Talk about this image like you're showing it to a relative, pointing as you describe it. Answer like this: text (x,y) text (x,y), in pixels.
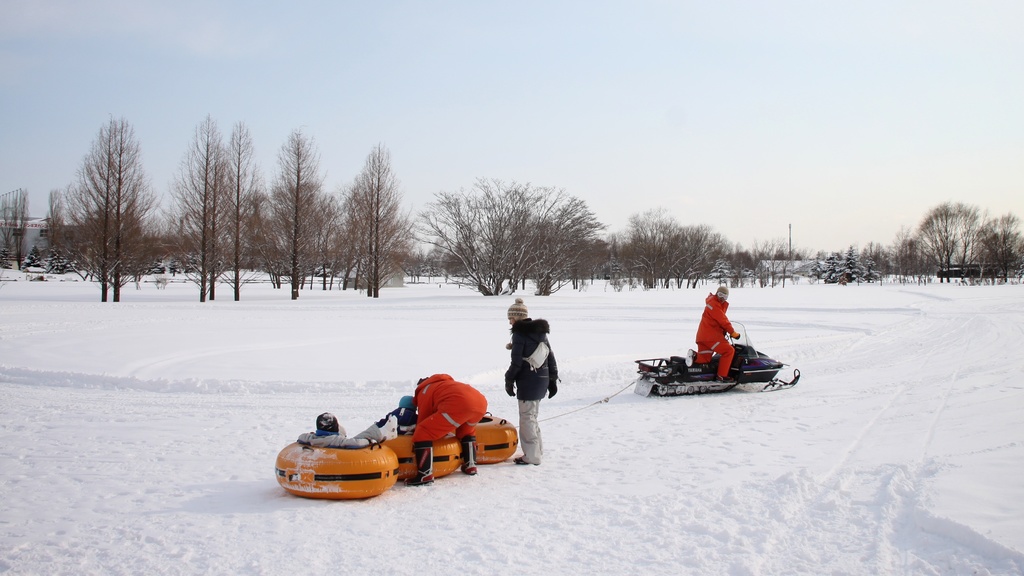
This picture is clicked outside the city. On the right (717,319) there is a person (726,372) seems to be sitting on a snow mobile (648,370). In the center (512,355) there are two persons (451,405) standing on the ground (487,393) and we can see there are some object (399,459) placed on the ground (526,467). The ground (491,469) is covered with a lot of snow (452,328). In the background (481,116) there is sky (668,126) and the trees (716,267).
